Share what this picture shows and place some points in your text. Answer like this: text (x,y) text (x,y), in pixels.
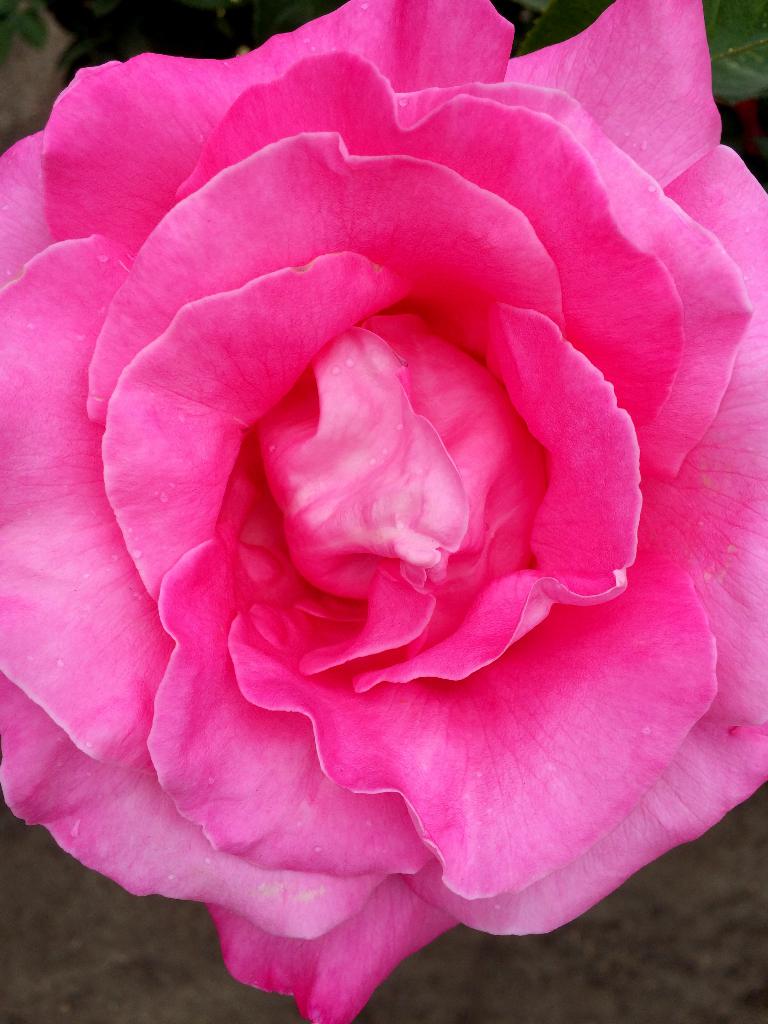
In this picture we can see a pink color rose flower (554,431), there is a blurry background (724,950), we can see petals (419,390) of the flower (248,412).
